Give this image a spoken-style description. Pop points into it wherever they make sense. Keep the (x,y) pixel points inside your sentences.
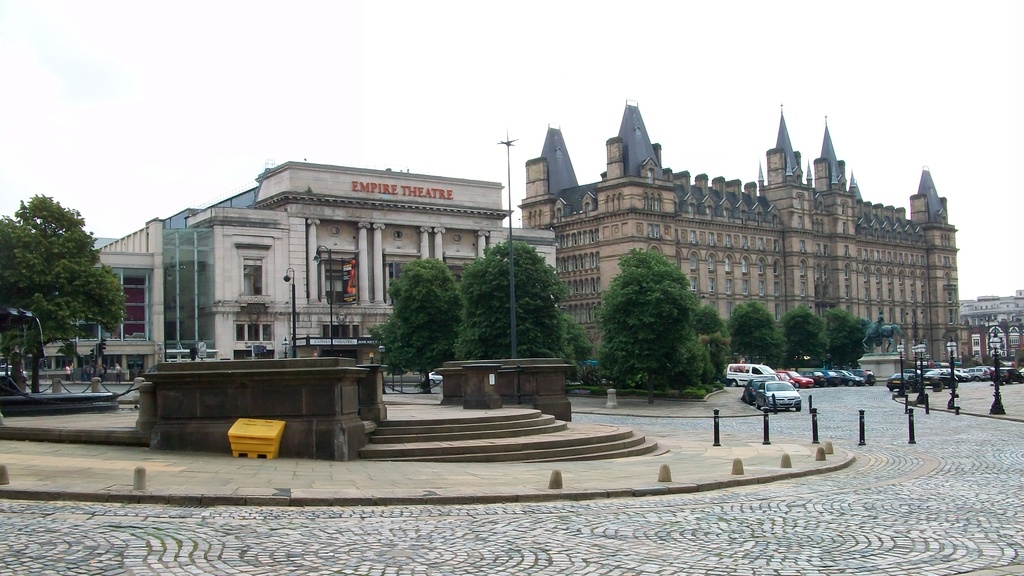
In this picture I can see the path (324,495) in front (776,427) and I see number of cars (783,401) and poles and I can also see the steps (395,454). In the middle of this picture (409,207) I can see the buildings (625,123) and the trees (36,262). In the background (343,66) I can see the sky (847,82).
